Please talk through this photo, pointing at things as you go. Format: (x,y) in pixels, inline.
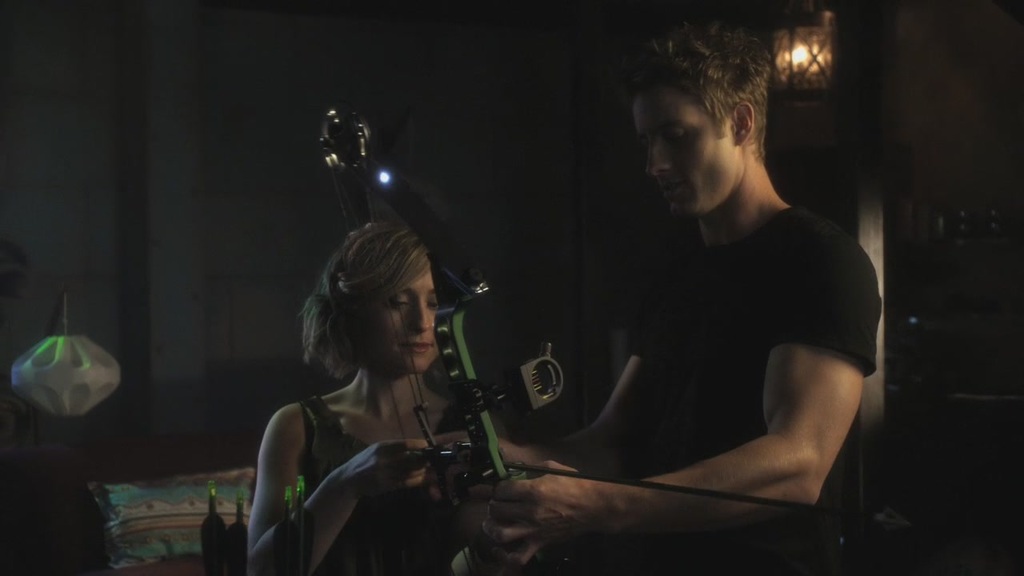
In this picture we can see a man (808,333) and a woman (423,479), this man (721,382) is holding a bow (477,437), this woman (399,433) is holding an arrow (436,451), in the background (166,539) we can see a pillow (179,542) and four bottles (205,556), there is a lamp (829,39) at the right top of the picture (814,42), we can see a dark background (37,86).
